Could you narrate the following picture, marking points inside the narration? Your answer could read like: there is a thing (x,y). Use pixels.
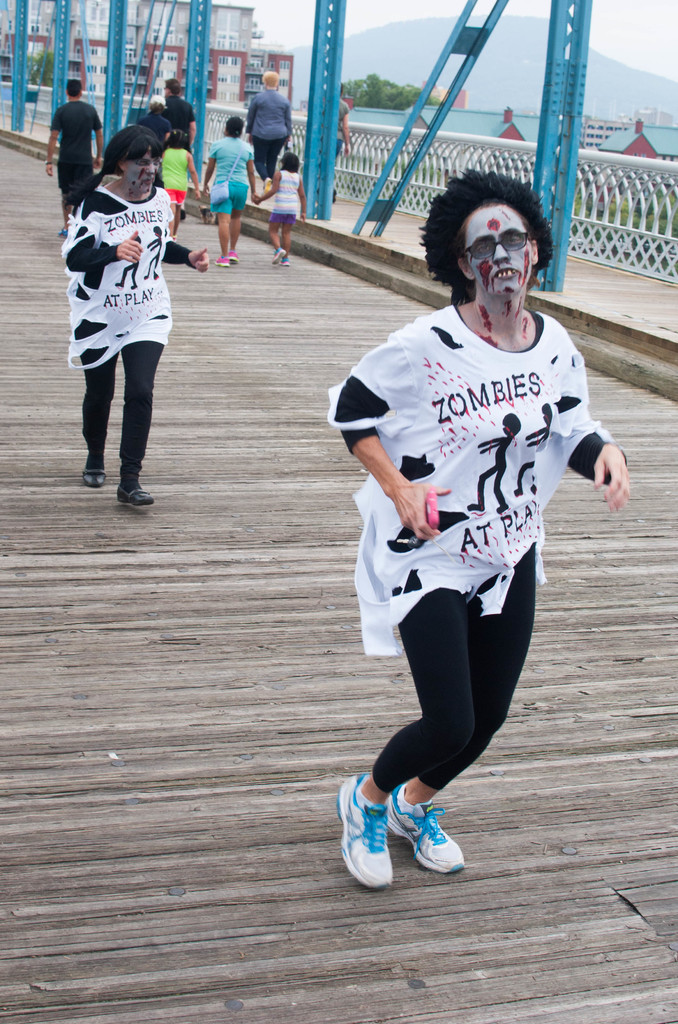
In the center of the image (399,430) we can see two ladies (439,661) are running, they are looks like a halloween. In the background of the image (43,62) we can see the buildings (173,60), some persons (99,140), bridge (314,151), hills (499,107), trees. At the bottom of the image (257,870) we can see the road (352,457). At the top of the image (304,28) we can see the sky (314,2).
